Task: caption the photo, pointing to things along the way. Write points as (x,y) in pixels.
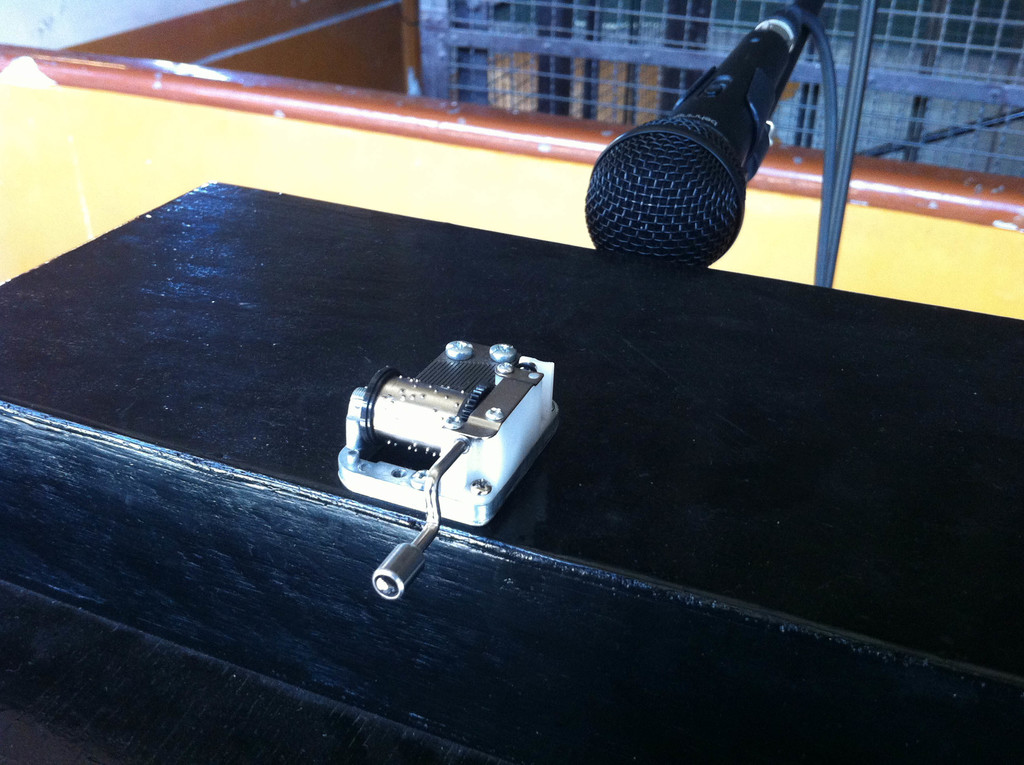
In this image there is a device (460,446) is kept on a table (284,547) as we can see at bottom of this image (468,527). There is a Mic (620,151) at top right corner of this image (721,130). There is an object (474,73) at top of this image (497,125), The table (348,320) is in black color as we can see in bottom of this image (137,593).
